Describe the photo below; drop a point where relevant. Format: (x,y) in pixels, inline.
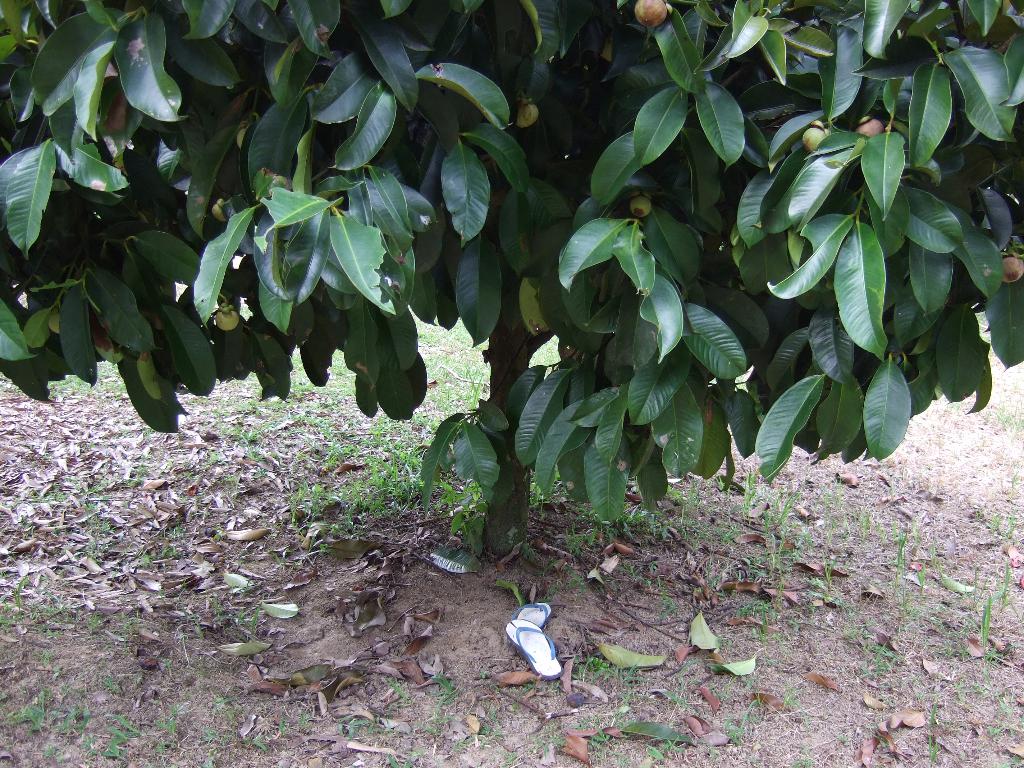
This is a tree (475,268) with branches (535,186) and leaves (810,229). I can see the fruits (813,138) hanging to the tree (386,193). Here is a pair of sandals (537,645) under the tree (810,204). These are the leaves (217,558) lying on the ground (898,572).
